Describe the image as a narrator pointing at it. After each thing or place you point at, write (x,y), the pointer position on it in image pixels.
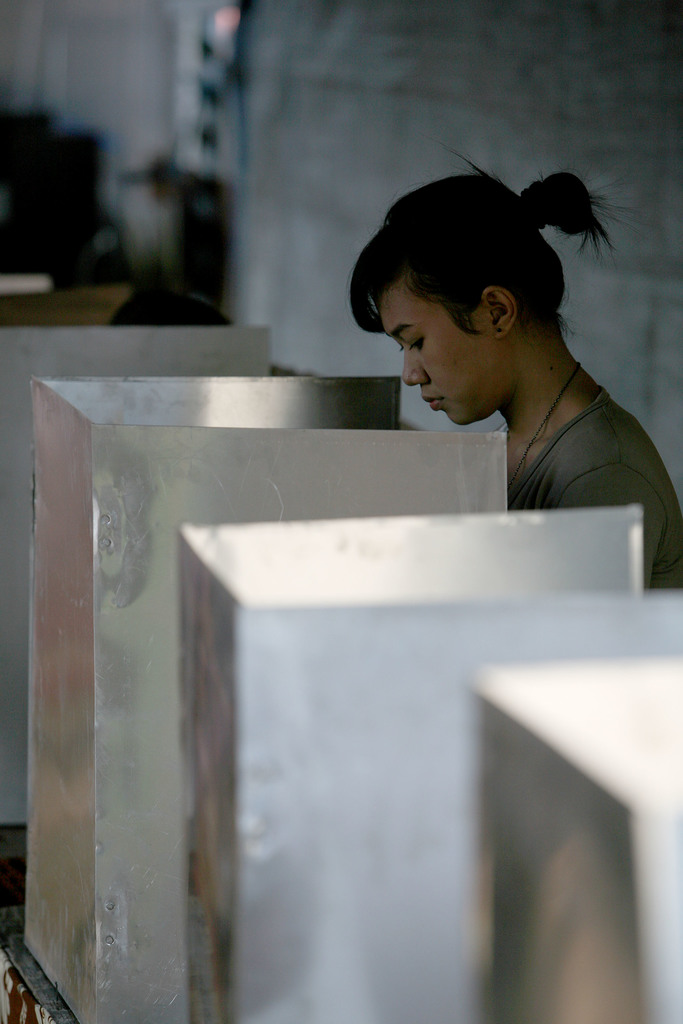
In this picture we can see a person (514,392) and in front of the person (528,430) there are some steel objects (308,652). Behind the person (354,298) there is a wall (334,312) and some blurred objects (176,153).
